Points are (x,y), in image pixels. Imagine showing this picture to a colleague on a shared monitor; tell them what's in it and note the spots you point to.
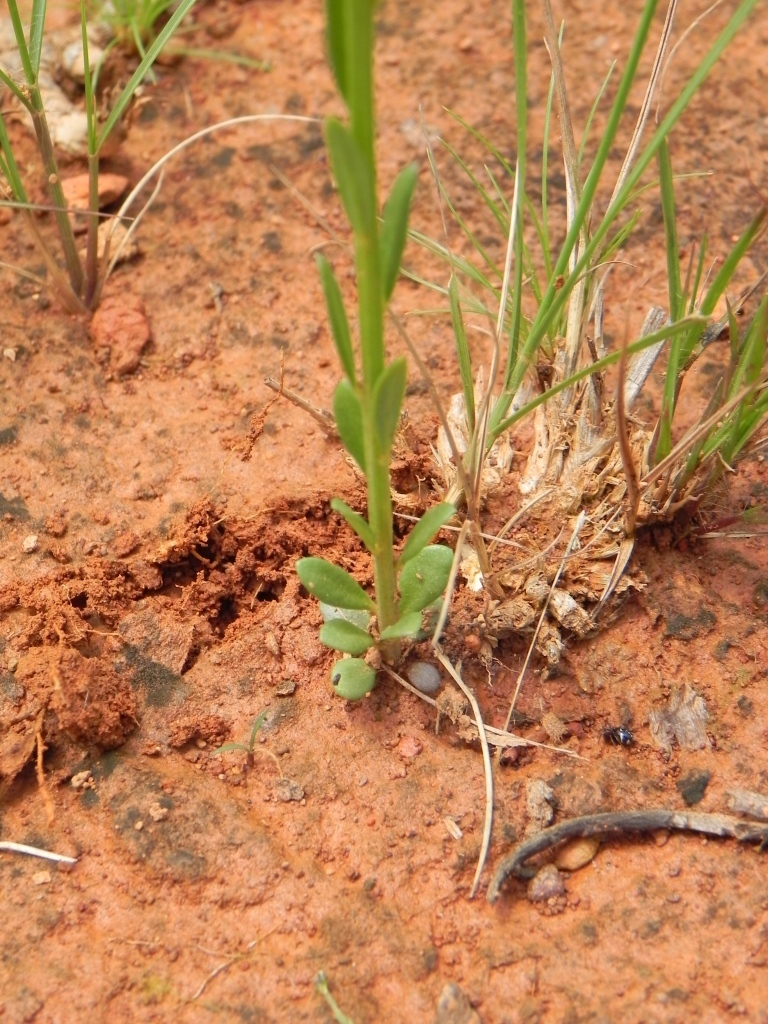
In the picture I can see plants (386,468) and some other objects (129,311) on the ground (517,703).
